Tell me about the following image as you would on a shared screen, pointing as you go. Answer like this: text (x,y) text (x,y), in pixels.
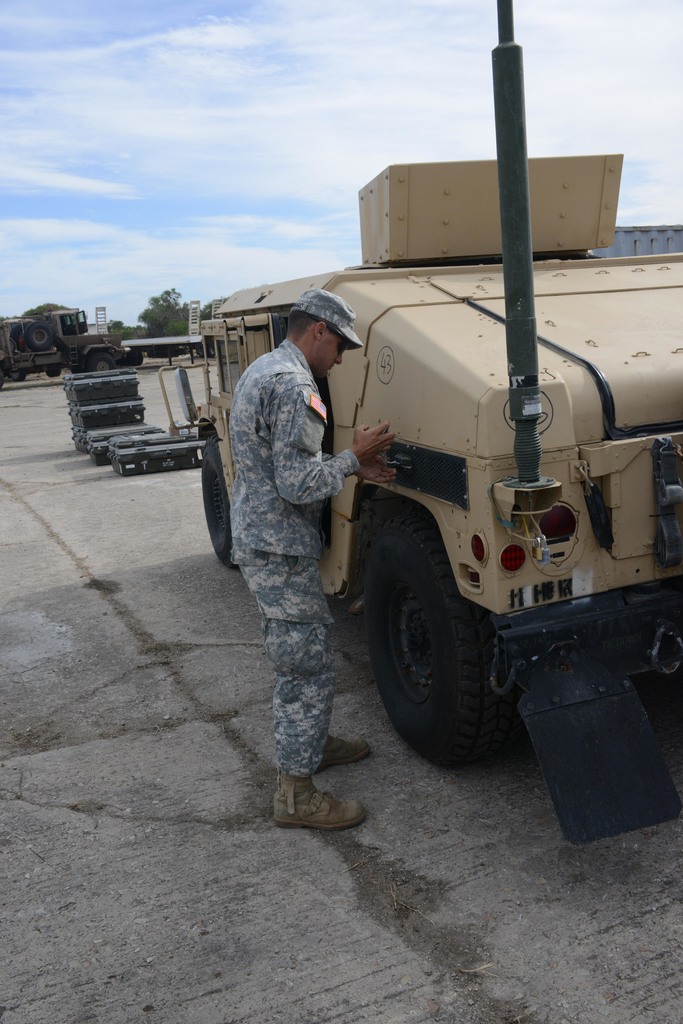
This is the man (318,695) standing. He wore a cap (336,305), shirt (284,486), trouser (299,737) and shoes (325,753). This looks like a military van (479,331). These are the kind of suitcases (110,426) placed on the ground (110,471). In the background (55,341), I can see two vehicles (101,344) and trees (166,313). This is the sky (157,131).
